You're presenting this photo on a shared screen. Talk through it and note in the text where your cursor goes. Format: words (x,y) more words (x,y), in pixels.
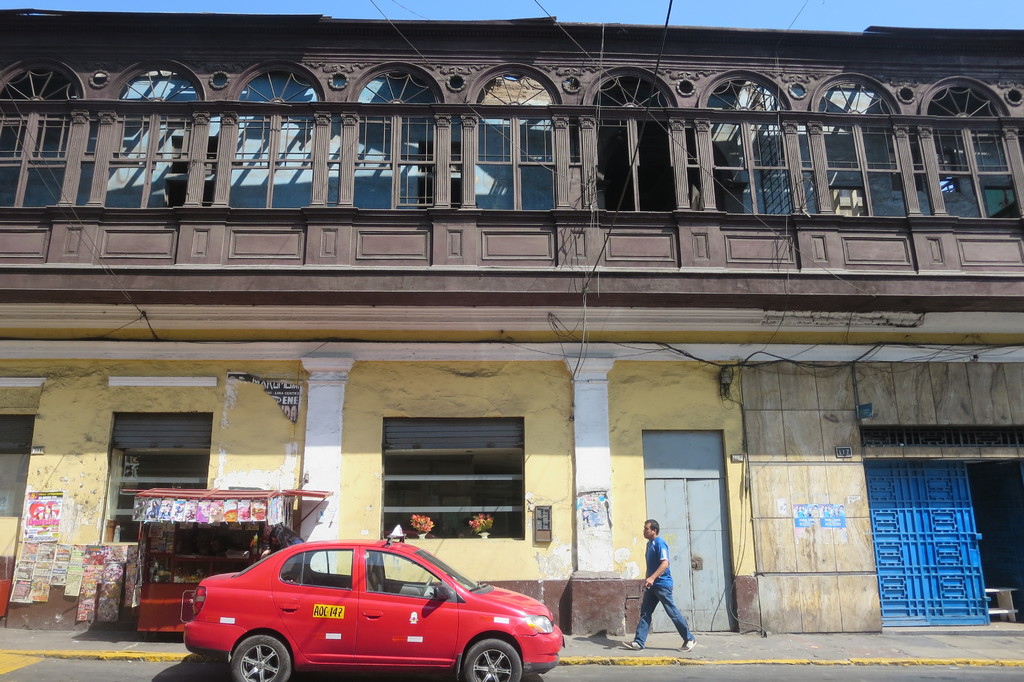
In this image in the front (321,584) there is a car (345,629) which is red in colour. In the background (402,402) there is a building (495,438) and in the center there is a person (664,586) walking and on the wall (825,497) of the building (194,452) there are posters (47,526) and there are windows (759,214) on the building (605,517) and there is an object (938,579) which is blue in colour and there is a door (681,524).
